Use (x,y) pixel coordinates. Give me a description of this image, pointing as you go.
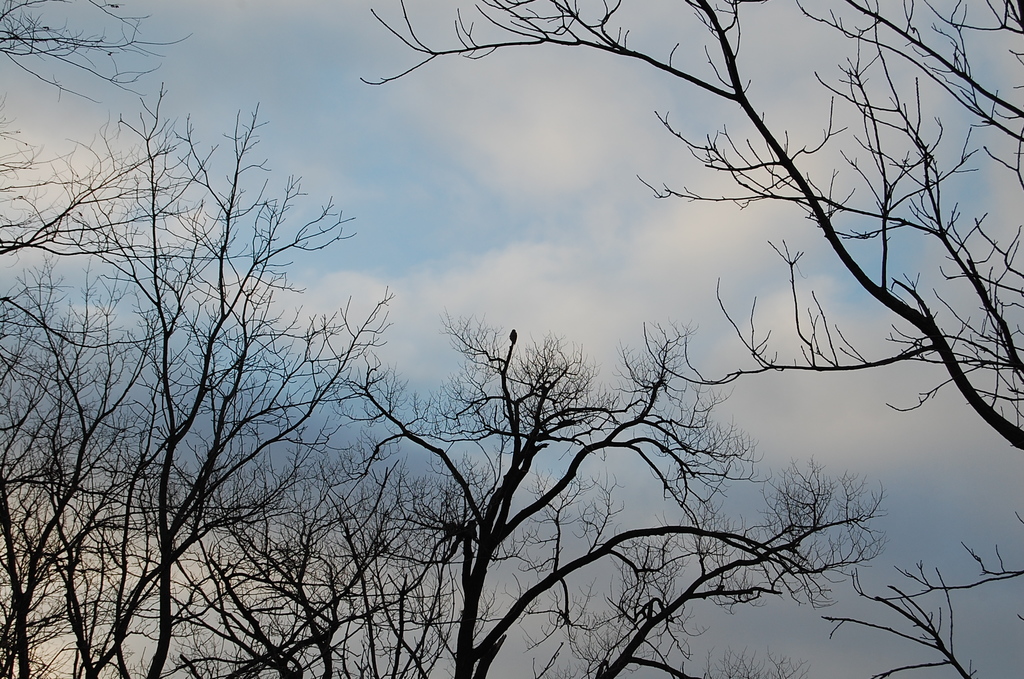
In this picture I can see number of trees (204,307) in front (125,225) and in the background (185,97) I see the sky (393,385).
